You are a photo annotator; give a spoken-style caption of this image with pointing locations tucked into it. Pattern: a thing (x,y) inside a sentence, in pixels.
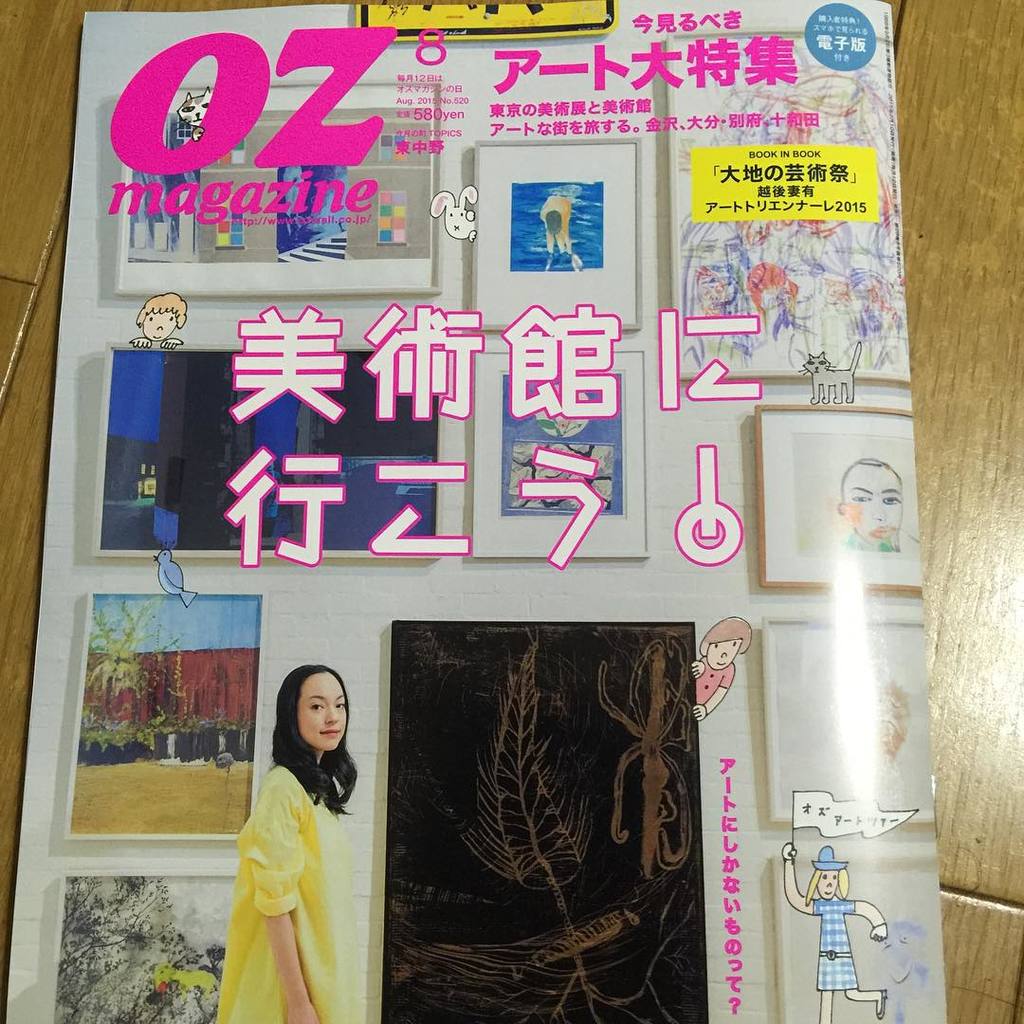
In this picture there is a book (729,187). On the book (394,827) there is text (844,40) and there is a picture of a woman (340,855) and there are pictures (361,547) of trees (86,1023) and sky (240,624) and buildings (237,660). At the bottom (992,855) it looks like a wooden floor (982,275).
